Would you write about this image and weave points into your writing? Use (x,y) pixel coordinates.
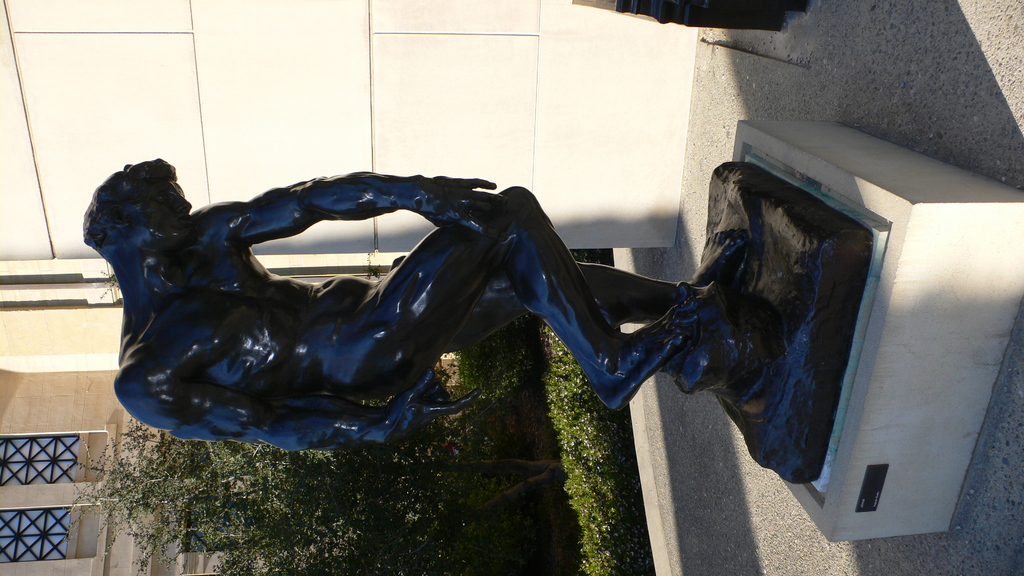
In this image there is a black statue (402,325). In the background (74,458) there is building (57,401), plants (325,490) and shrubs (580,471). The image is rotated.
